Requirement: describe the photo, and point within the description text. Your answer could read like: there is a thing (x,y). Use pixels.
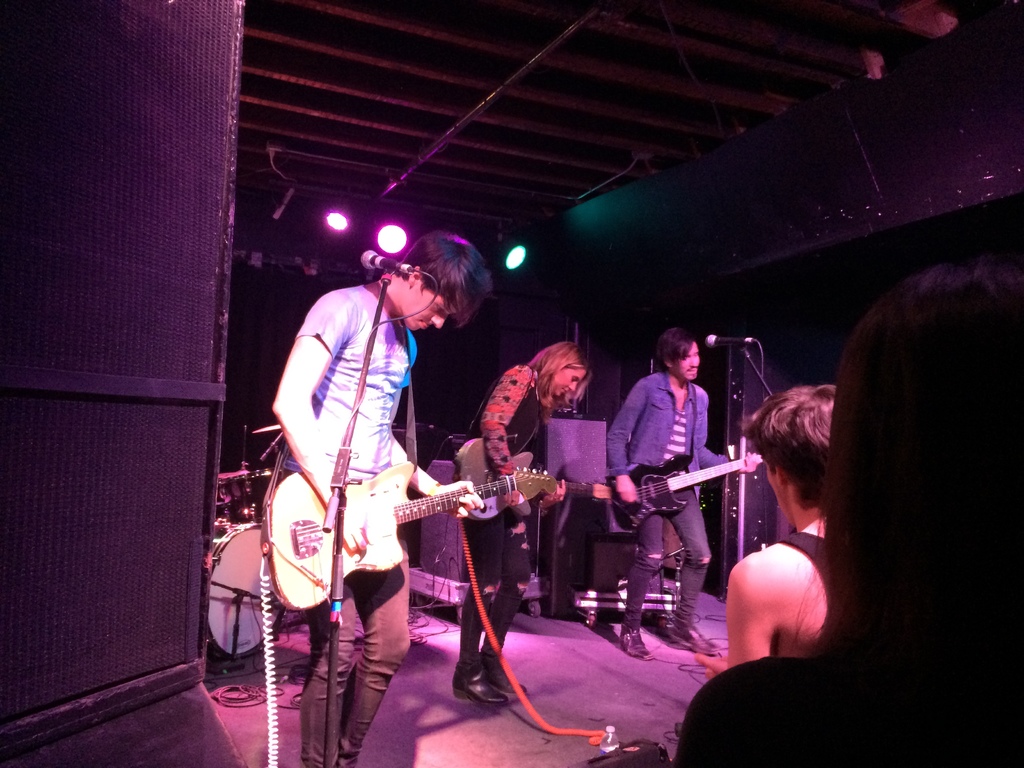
In the image there is man (354,670) playing a guitar (414,502) in front of mic (391,266) and over the roof (357,203) there are lights (380,238) and there are some people (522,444) in front of him.
